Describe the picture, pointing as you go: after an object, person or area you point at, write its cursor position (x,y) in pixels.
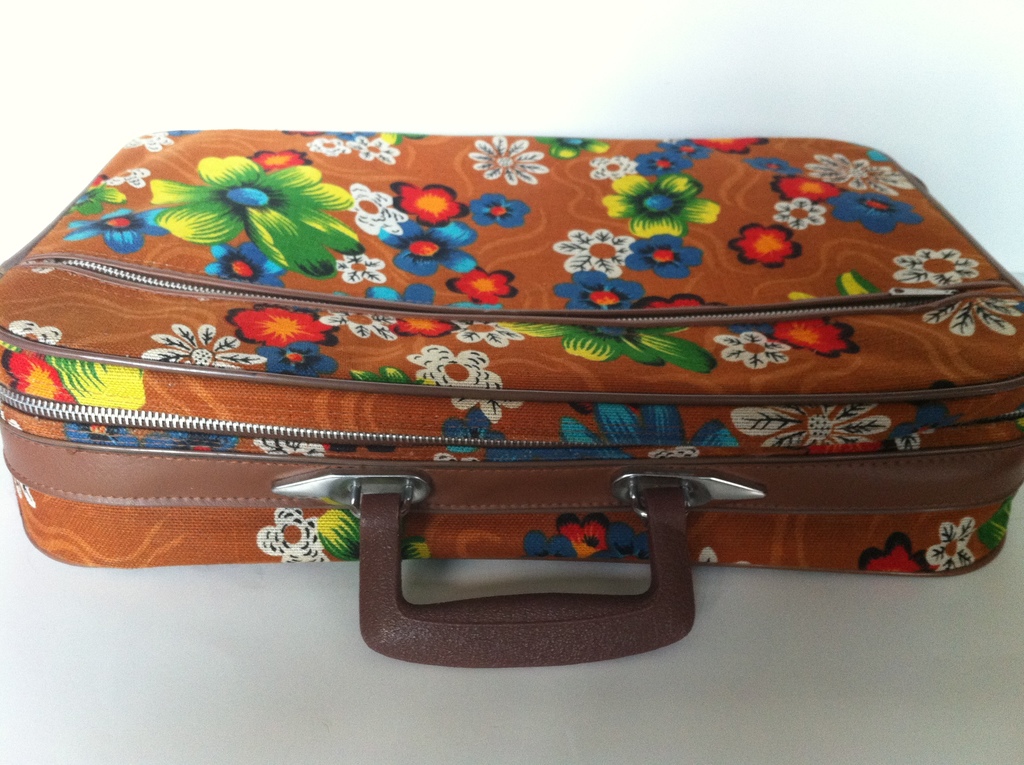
This picture shows a suitcase (842,157). with a colorful pictures (450,247) on it
